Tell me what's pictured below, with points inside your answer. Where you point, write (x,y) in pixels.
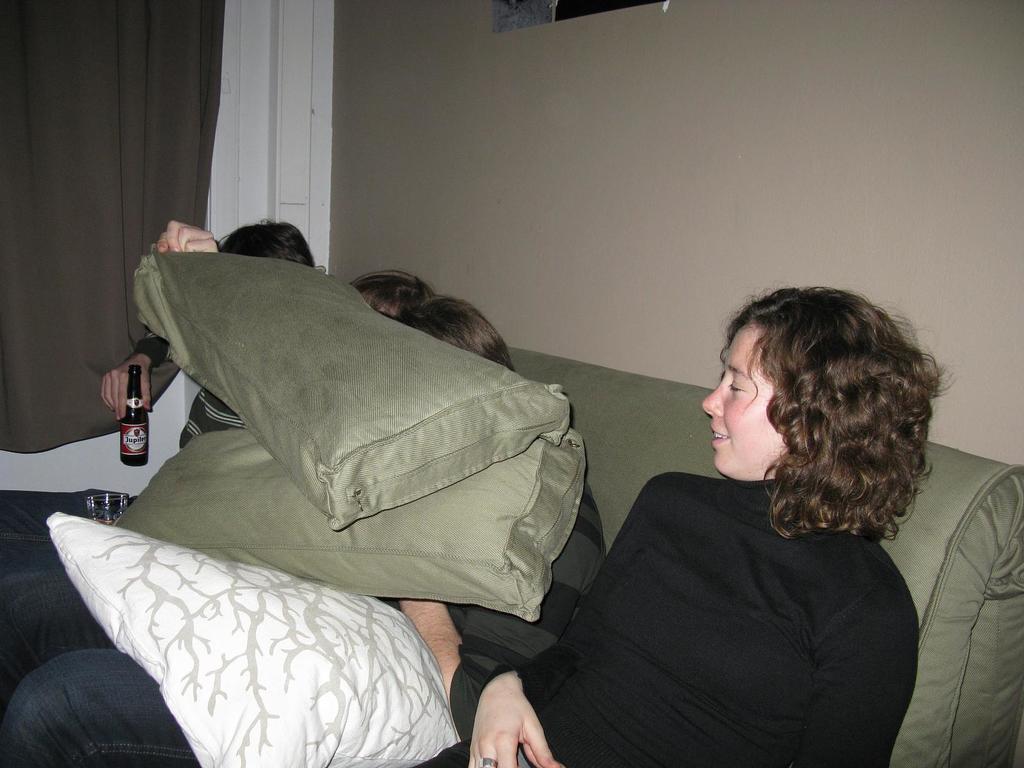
As we can see in the image, there is a wall (699,133), curtain (142,125), few people (18,497) sitting on sofa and pillows (290,494).
